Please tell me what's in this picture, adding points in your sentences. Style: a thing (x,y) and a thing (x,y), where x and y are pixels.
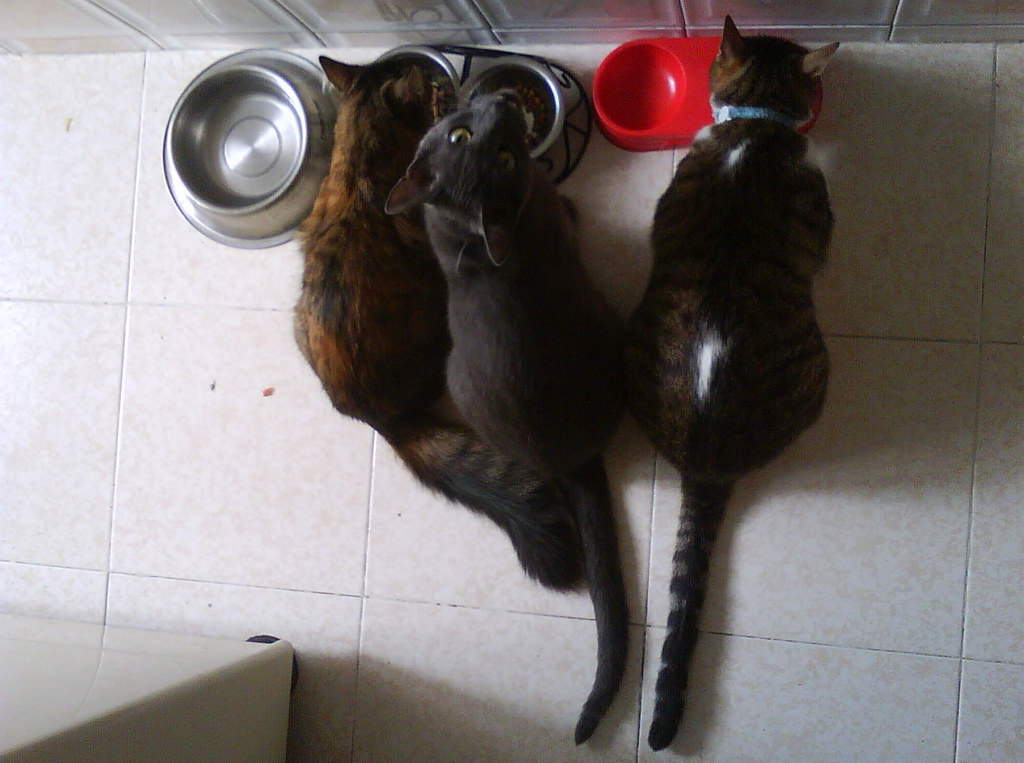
In this picture there are cats (494,360), there are bowls (560,124). At the bottom left of the image (118,701) there is an object (130,689) which is white in colour and there is a wall (416,40) at the top (459,18).
